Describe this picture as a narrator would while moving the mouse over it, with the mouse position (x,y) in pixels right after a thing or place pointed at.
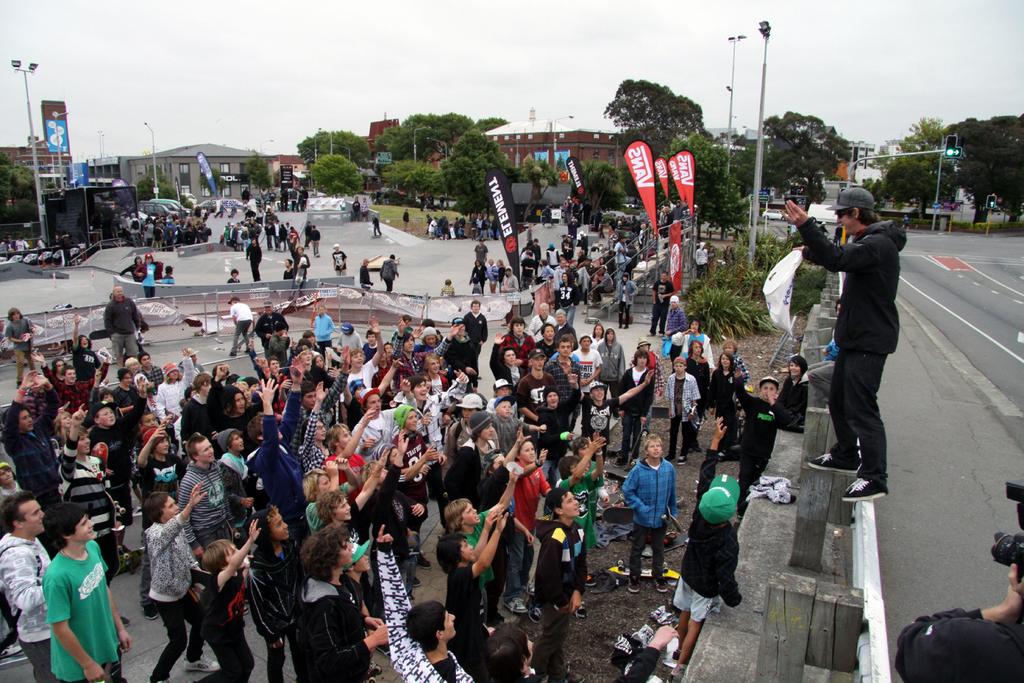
In this image, we can see a few people (422,505). There are a few trees (539,201), poles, boards (639,164) with some text (646,177). There are a few buildings (550,146). We can see the ground (972,477) and the sky (454,91). There are a few vehicles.
